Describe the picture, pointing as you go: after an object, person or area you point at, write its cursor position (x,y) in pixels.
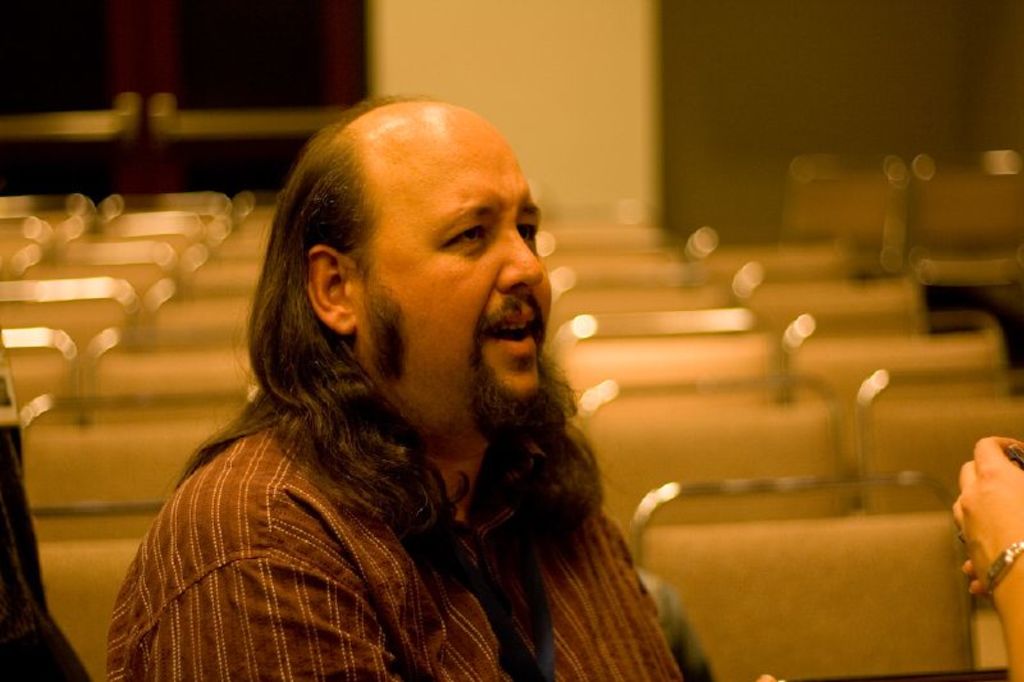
Background (1007,209) portion of the picture is blurred. In this picture we can see the chairs (865,366), person (536,391), door (198,81) and the wall (956,6). On the right side of the picture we can see a person's hand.
